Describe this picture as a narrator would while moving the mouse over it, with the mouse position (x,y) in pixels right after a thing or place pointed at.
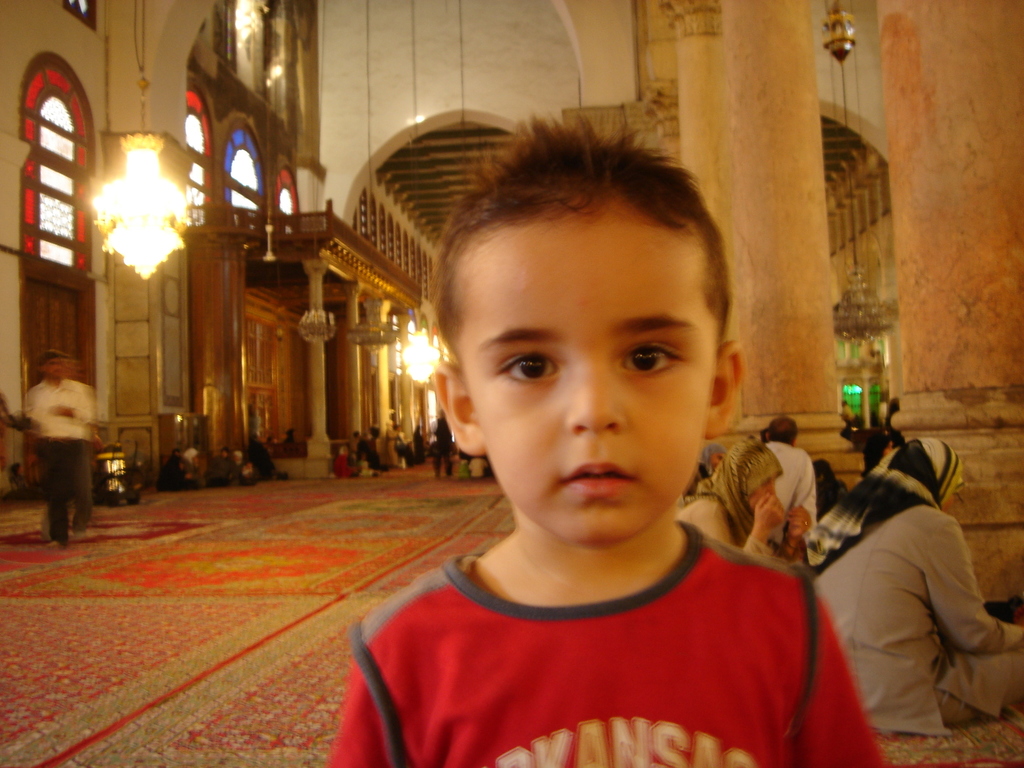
In this picture there is a view of the mosque (430,226). In the front (625,752) there is a boy (596,673) wearing red color t-shirt (620,693) looking into the camera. Behind there are some women (849,579) sitting on the carpet (234,563). In the background (766,144) there are some pillars (781,68) and chandelier (114,212) hanging from the ceiling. On the left corner (46,340) there are some arches (400,245) and wooden doors (90,331).
